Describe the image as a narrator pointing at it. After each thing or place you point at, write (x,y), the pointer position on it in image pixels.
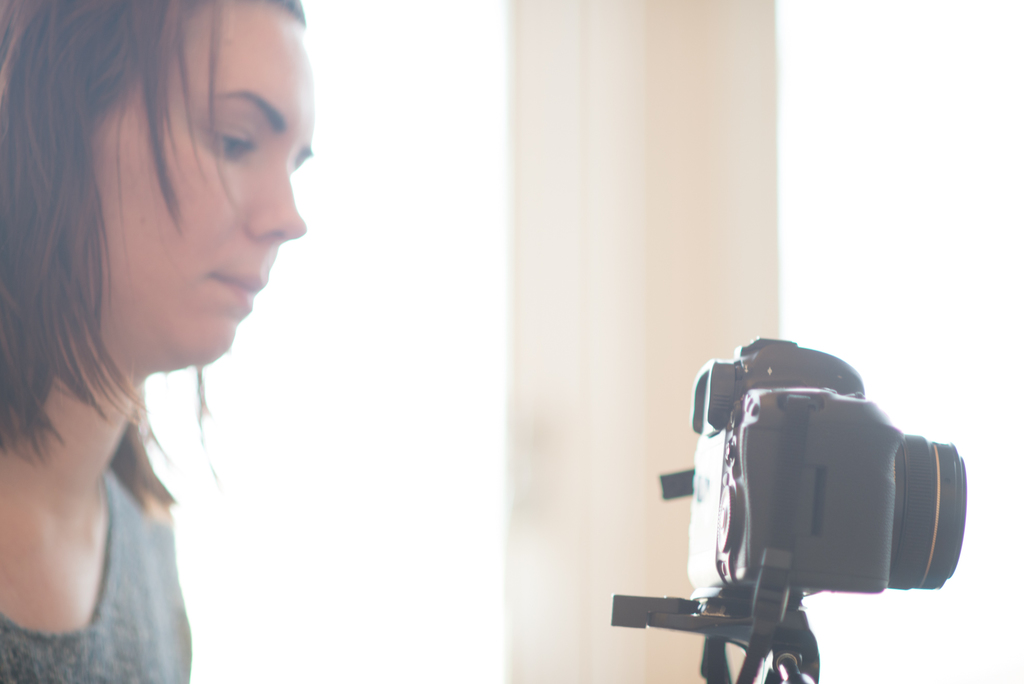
In this image I can see a person (131,503). In front I can see a camera (758,628). Background (799,214) is white color.
